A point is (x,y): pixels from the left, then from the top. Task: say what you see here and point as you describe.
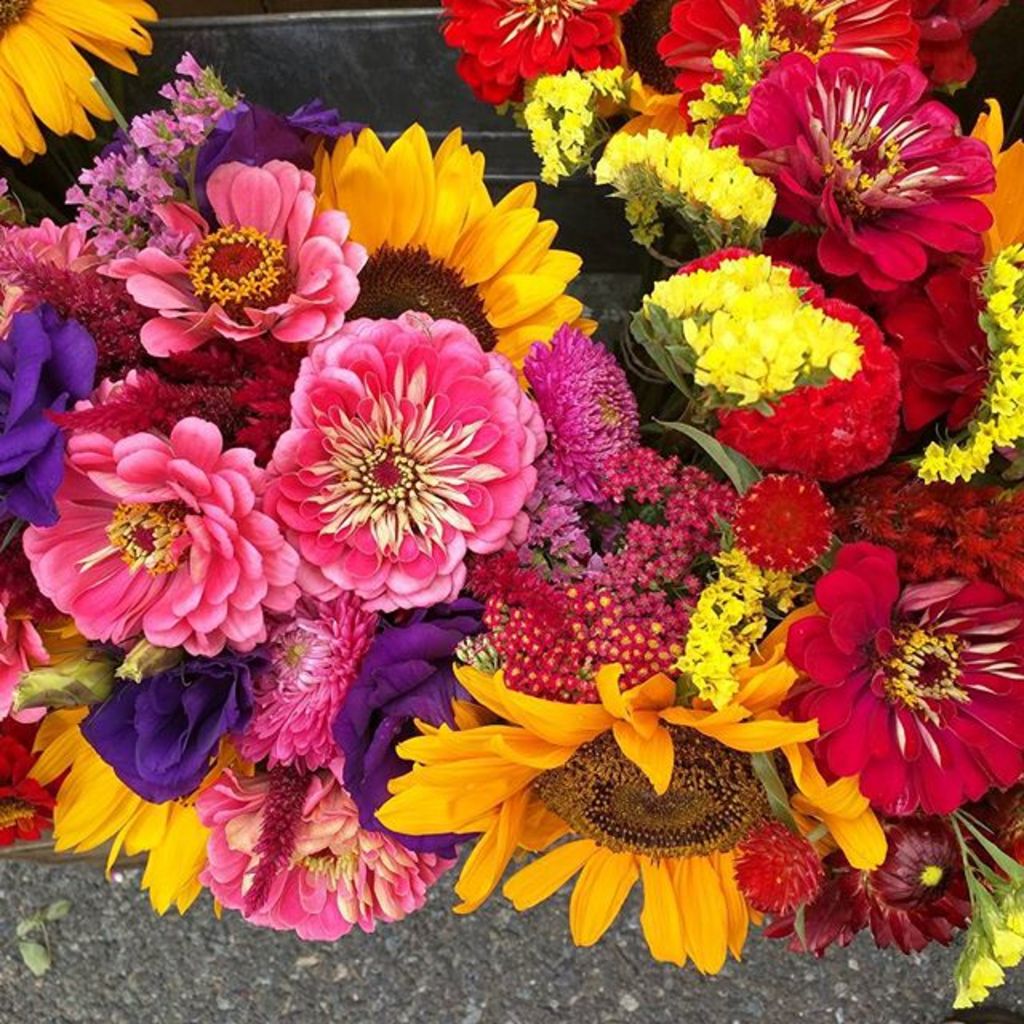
In the image there are different types of beautiful flowers (324,295) of various colors.
